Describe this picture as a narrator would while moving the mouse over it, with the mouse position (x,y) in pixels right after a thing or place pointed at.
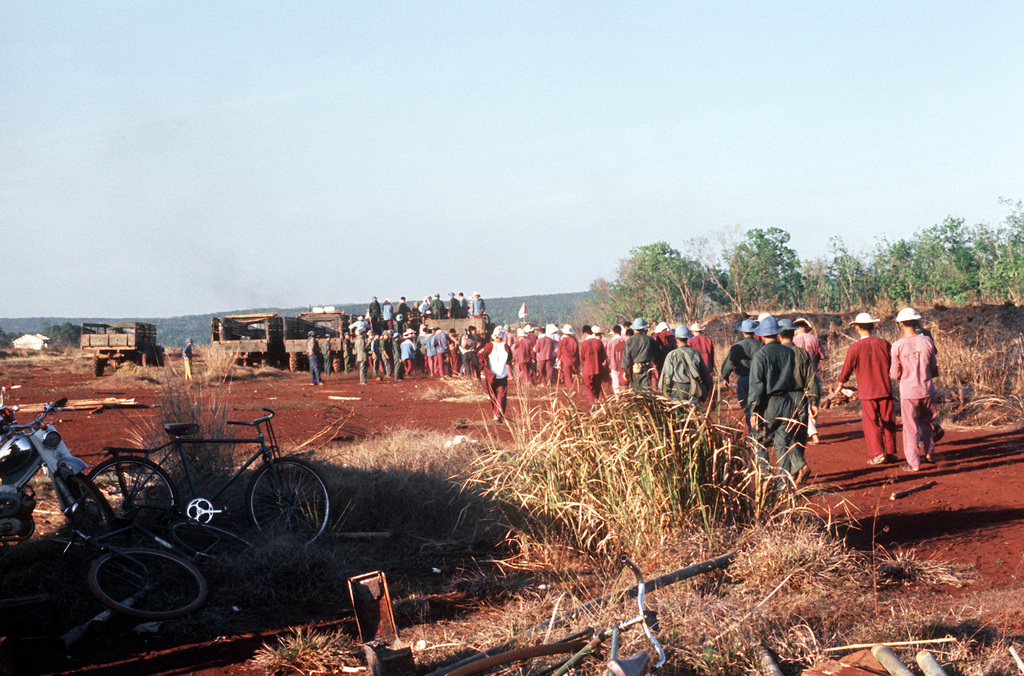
In the image there are people (613,362) in red dress (660,357) walking on red soil sand (884,502), on the left side (111,501) there are bikes (180,515) on the land (463,609), there are dried grass (577,537) all over the place (956,337), there are trucks (217,347) in the back (467,318) and above its sky (182,167).
